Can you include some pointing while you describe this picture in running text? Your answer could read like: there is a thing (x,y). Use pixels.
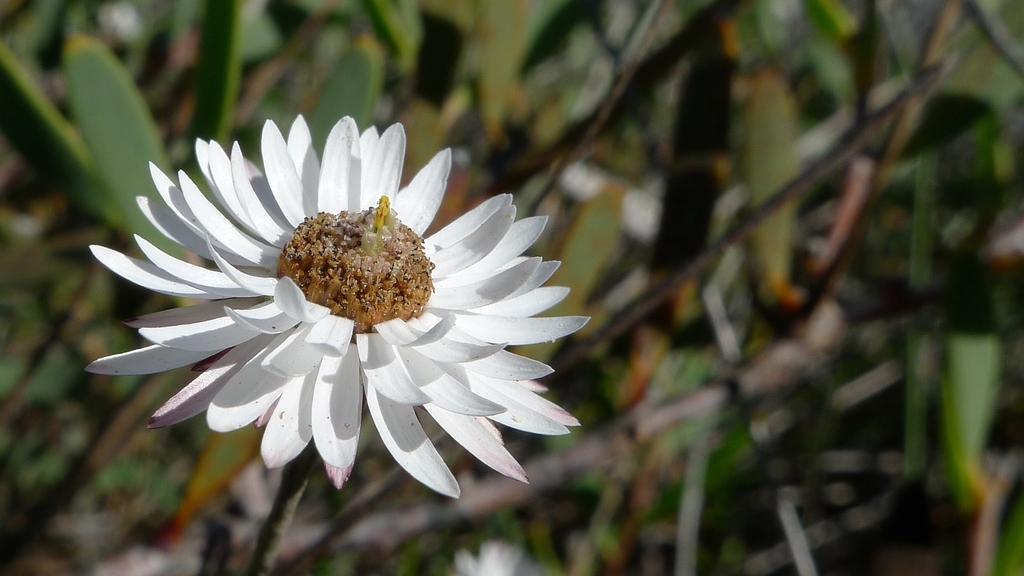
In this picture I can see a white flower (443,272), and there is blur background (343,102).
